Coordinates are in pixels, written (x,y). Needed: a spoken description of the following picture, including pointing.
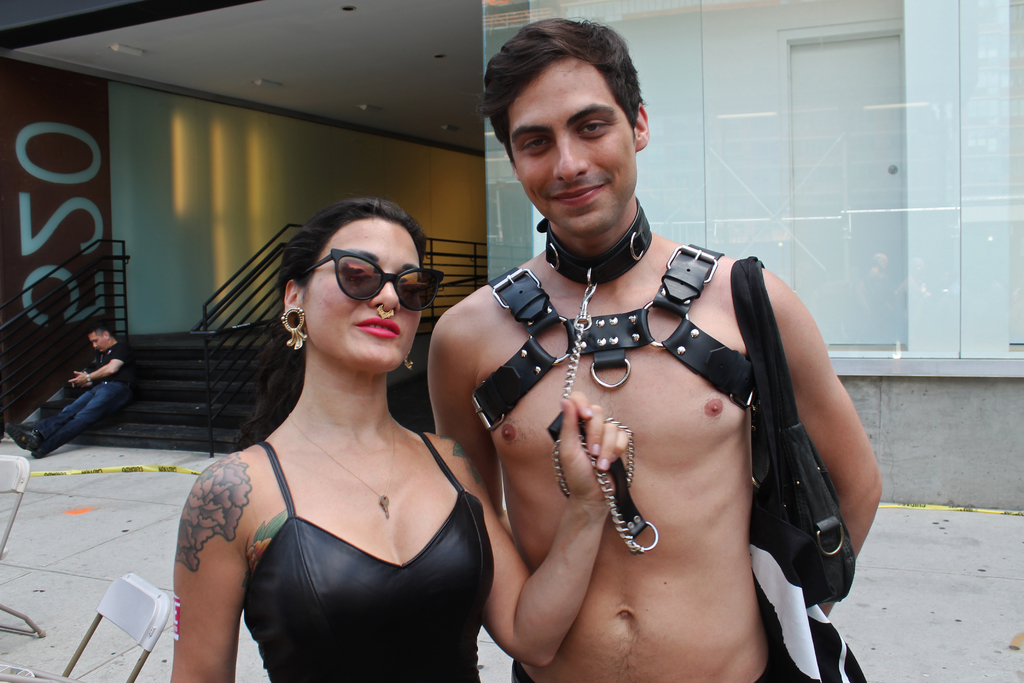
In the middle of the image (511,311) we can see a man (575,635) and a woman (341,659). She is holding a chain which is attached to a belt (623,263). Here we can see chairs (124,631), floor (964,645), steps (154,348), railings (262,315), walls (328,195), ceiling (469,33), lights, glass (762,147), and a door (897,314). There is a person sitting on the steps (153,399).
